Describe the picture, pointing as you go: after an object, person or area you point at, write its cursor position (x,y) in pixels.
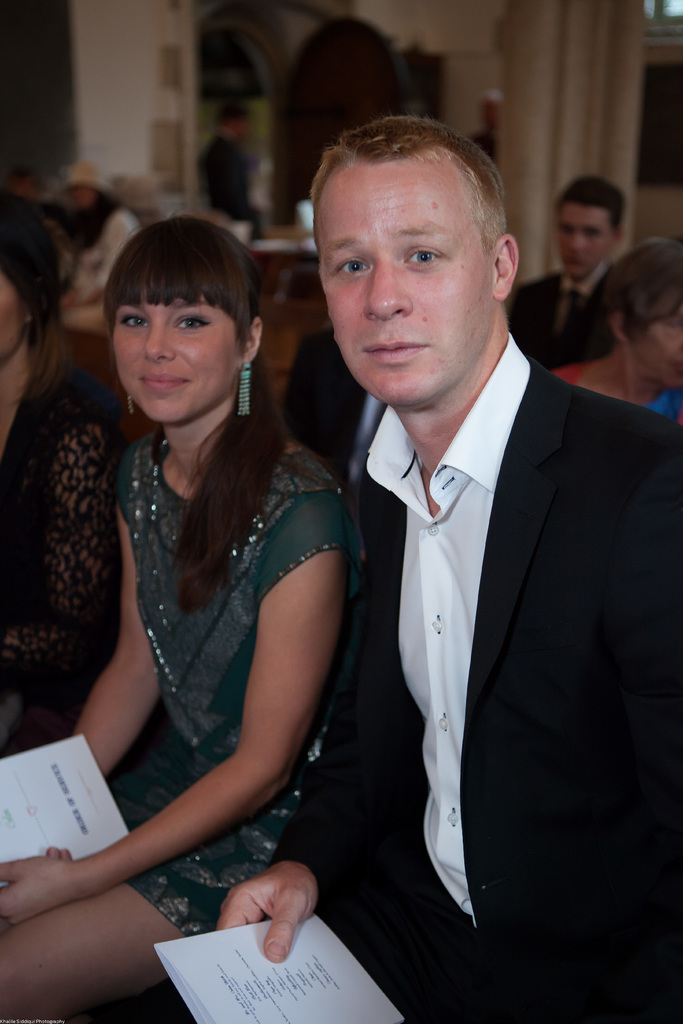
In this image I can see on the right side (517,680) there is a man (519,667), he is wearing black color coat (574,641), white color shirt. Beside him there is a girl (251,628), she is wearing green color dress (222,672). Both of them are holding the cards (295,936) in their hands (284,912).
